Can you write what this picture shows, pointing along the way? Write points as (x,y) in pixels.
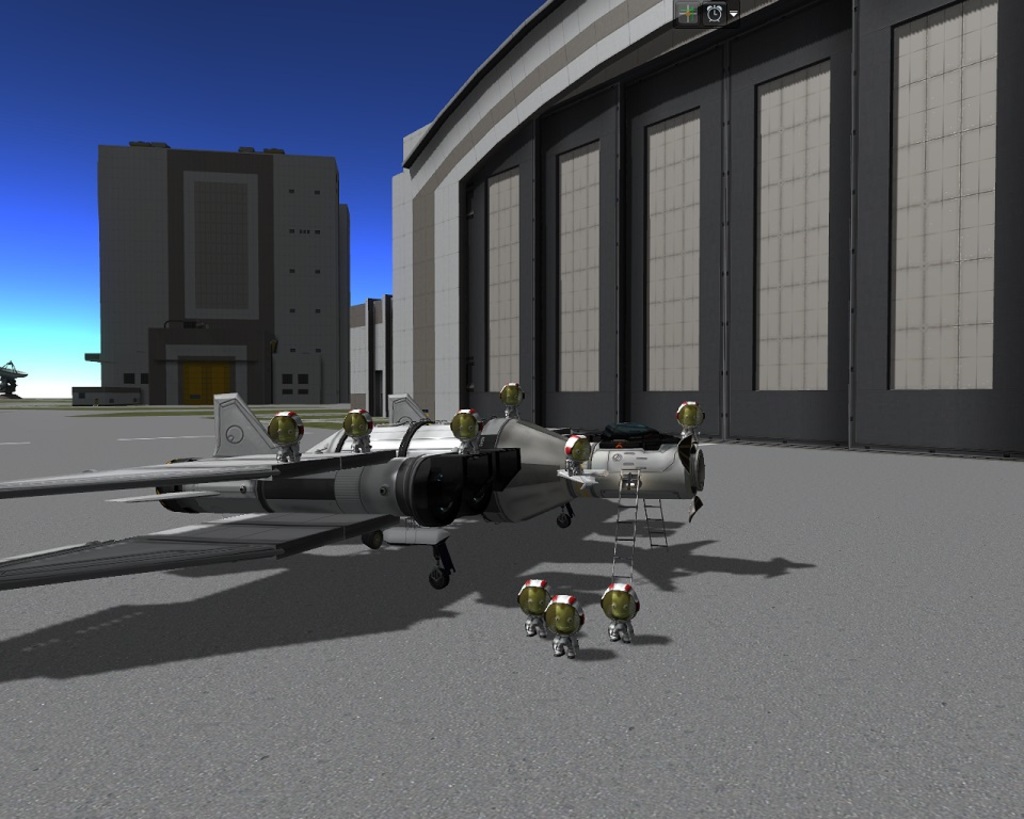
This is an animated image. Here I can see a machine (394,490) on the ground (500,671). In the background (658,368) there are few buildings (254,313). At the top of the image (220,58) I can see the sky (120,75).
